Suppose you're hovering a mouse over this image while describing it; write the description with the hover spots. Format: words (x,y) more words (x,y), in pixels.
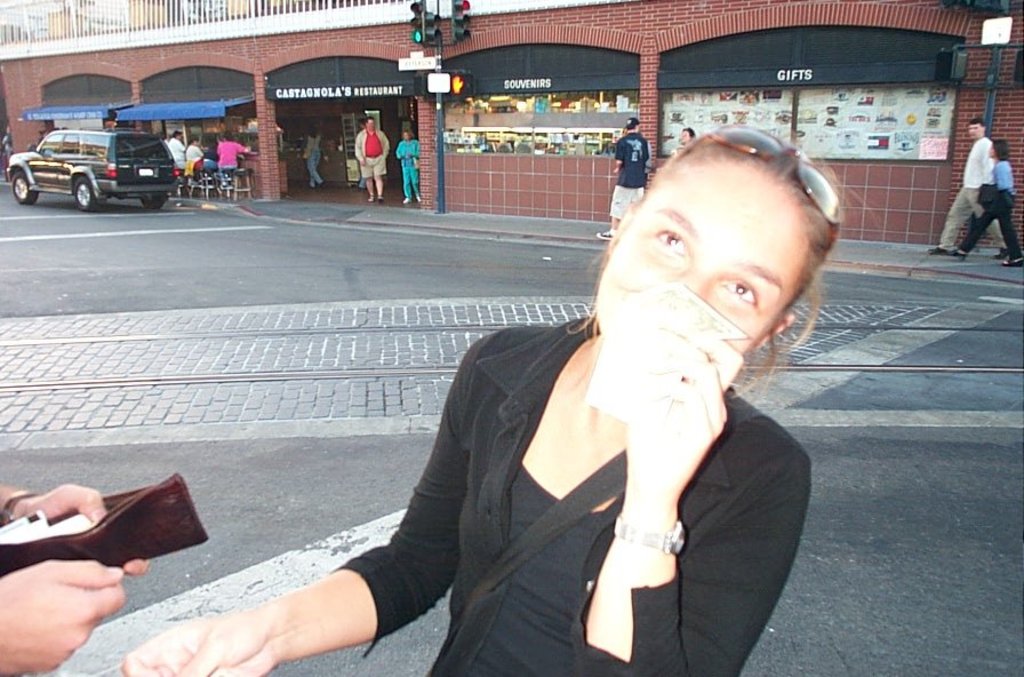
In the image we can see there are many people (565,429), standing, walking and sitting. This is a money wallet (139,523), wrist watch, goggle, signal pole (443,84), building (265,35), vehicle (121,157), road (169,247) and number plate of the vehicle (142,152), this is a fencing (65,8).
